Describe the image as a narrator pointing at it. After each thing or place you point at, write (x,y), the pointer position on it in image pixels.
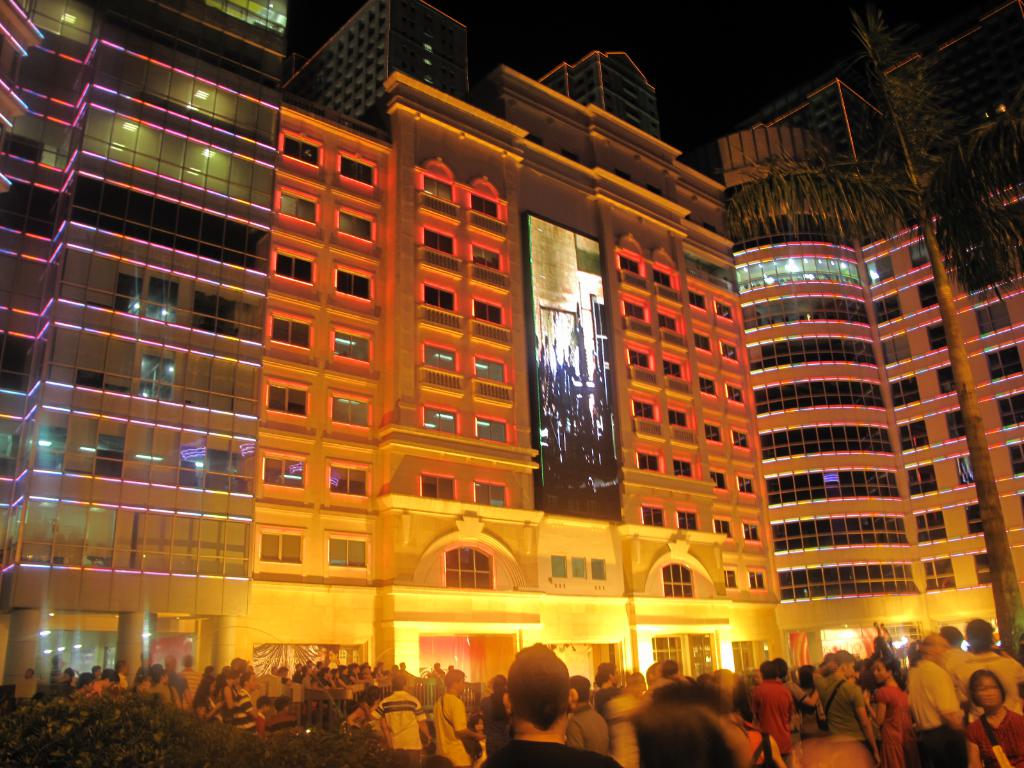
In the foreground of the picture (480,693) there are people (426,741) and plants (102,728). In the center of the picture (552,407) there are buildings (422,289), lights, screen (564,423) and plants (880,172). Sky (713,81) is dark.
